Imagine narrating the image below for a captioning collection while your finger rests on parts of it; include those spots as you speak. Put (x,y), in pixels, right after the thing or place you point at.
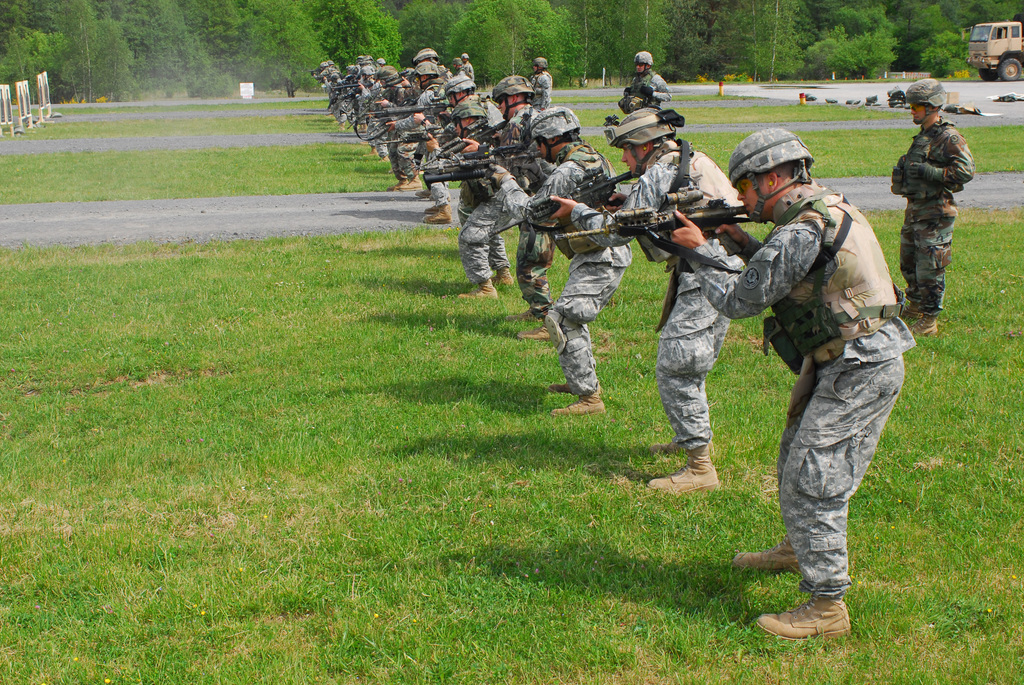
In this image we can see people (463,105) standing. They are wearing uniforms (694,288) and holding rifles (458,170). At the bottom (452,524) there is grass (101,183). In the background (164,62) there are trees (799,34) and we can see a vehicle (1018,78) on the road (848,94).
